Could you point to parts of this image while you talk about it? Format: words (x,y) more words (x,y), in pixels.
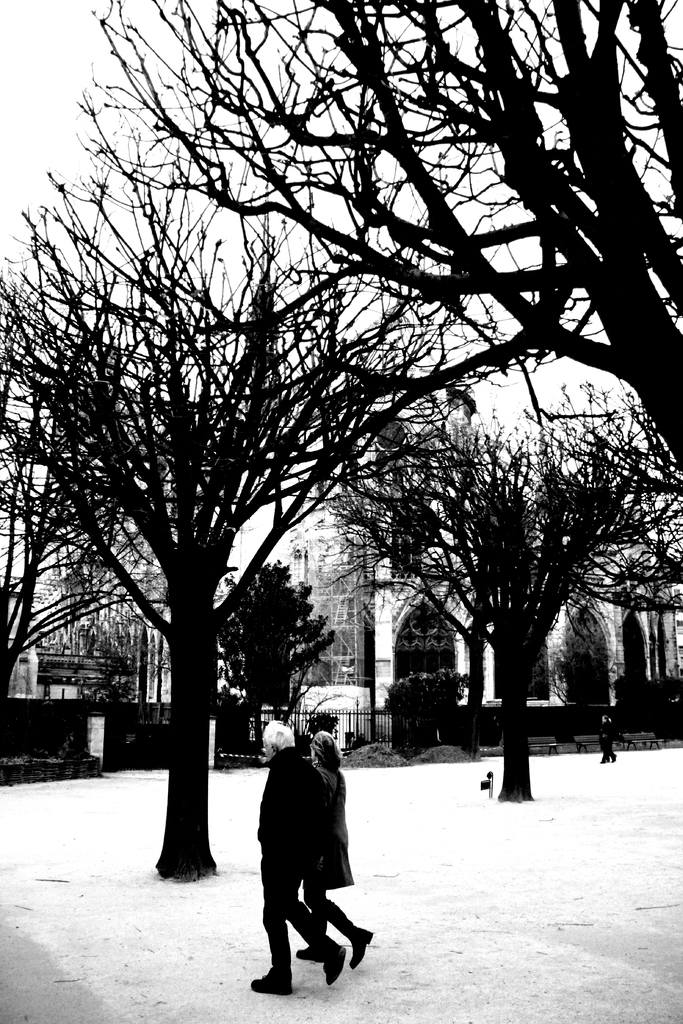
In this image I can see two people (274,899) walking. To the side of these people (320,818) I can see many trees (239,612) and the railing (393,742). In the background (396,652) there is a building (103,642) and the sky (249,302). And this is a black and white image.
